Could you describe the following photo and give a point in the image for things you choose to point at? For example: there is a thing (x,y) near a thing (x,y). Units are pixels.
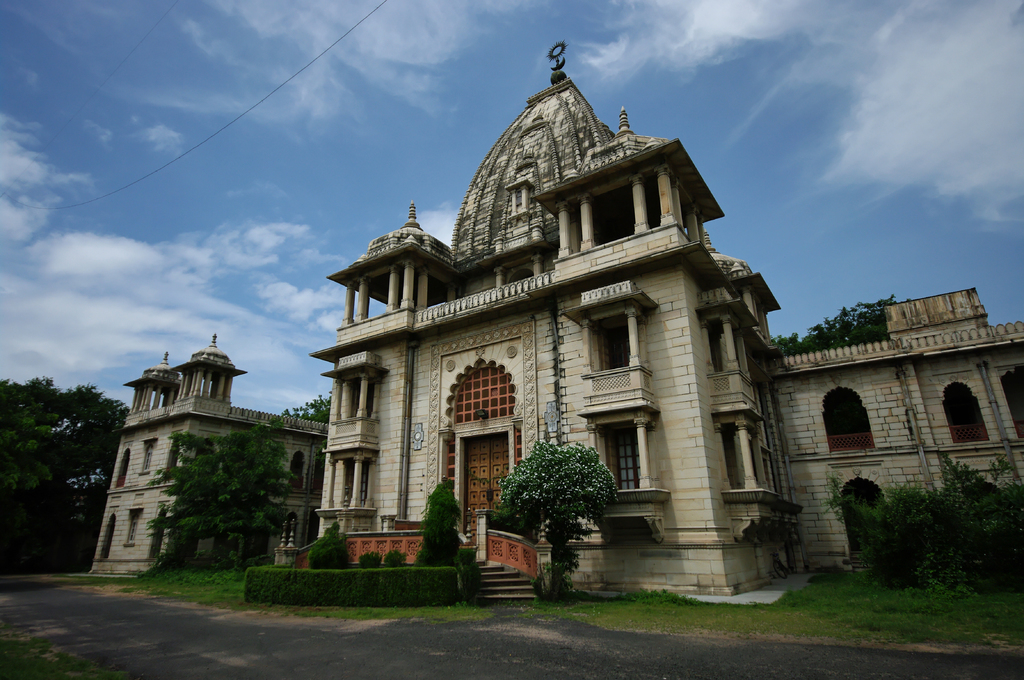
In this image we can see a building (554,384) with pillars (646,426), windows (617,439) and a staircase (532,578). We can also see some plants (461,584), grass (468,616), trees (246,463), wire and the sky (210,258) which looks cloudy.
